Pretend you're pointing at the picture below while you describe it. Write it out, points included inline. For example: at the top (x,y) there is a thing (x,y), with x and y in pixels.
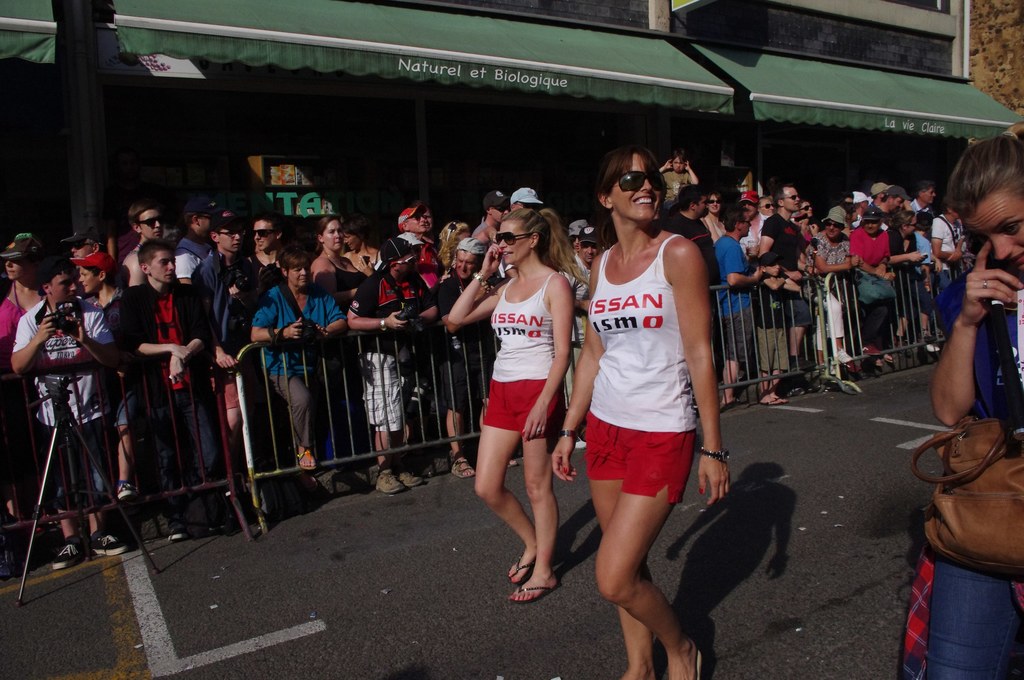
This is the picture of a road (558,614). In this image there are two persons (560,464) with white t-shirt (629,424) walking on the road (418,519) and smiling. At the back (135,302) there are group of people (135,302) standing behind the railing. On the left side of the image (89,345) there is a person (28,327) with white t-shirt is holding the camera (65,312). On the right side of the image (993,153) there is a person (987,276) standing and holding the bag (956,487). At the back (276,7) there is a building (236,96). At the bottom (267,603) there is a road (274,627).
